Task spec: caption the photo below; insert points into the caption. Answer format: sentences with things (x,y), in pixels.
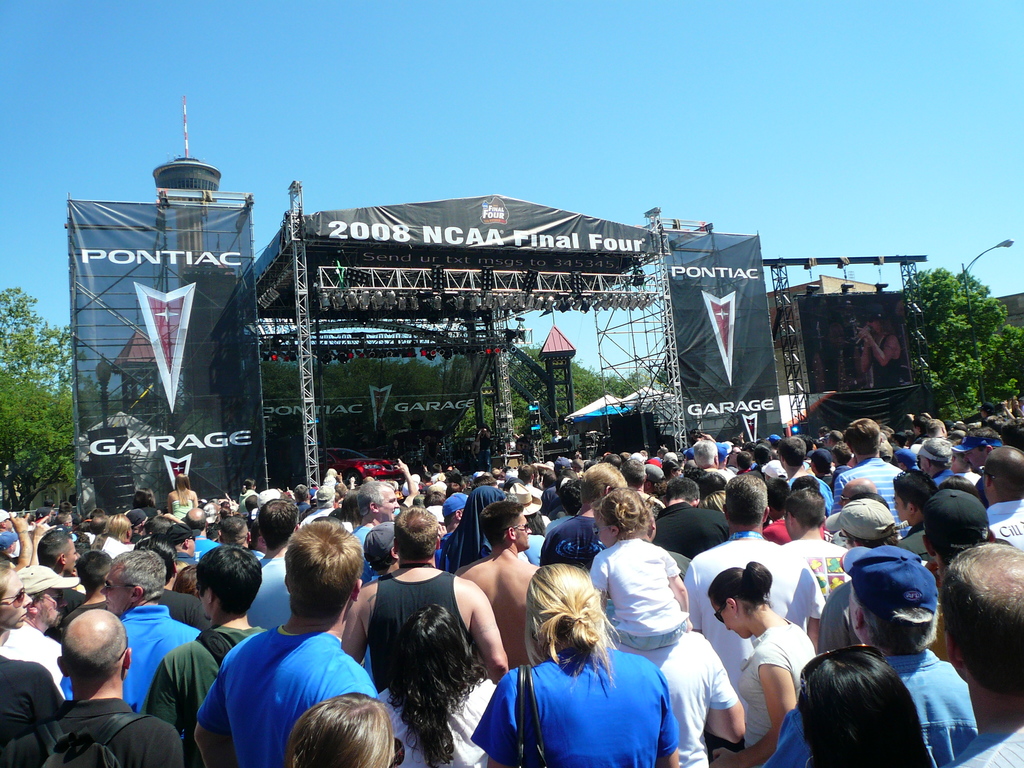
In this image I can see the group of people (541,495) and they are wearing different color dresses (76,699). I can see few trees (50,470), light pole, banners (122,273), stage (422,328), lights (578,284) and the sky (481,151).
